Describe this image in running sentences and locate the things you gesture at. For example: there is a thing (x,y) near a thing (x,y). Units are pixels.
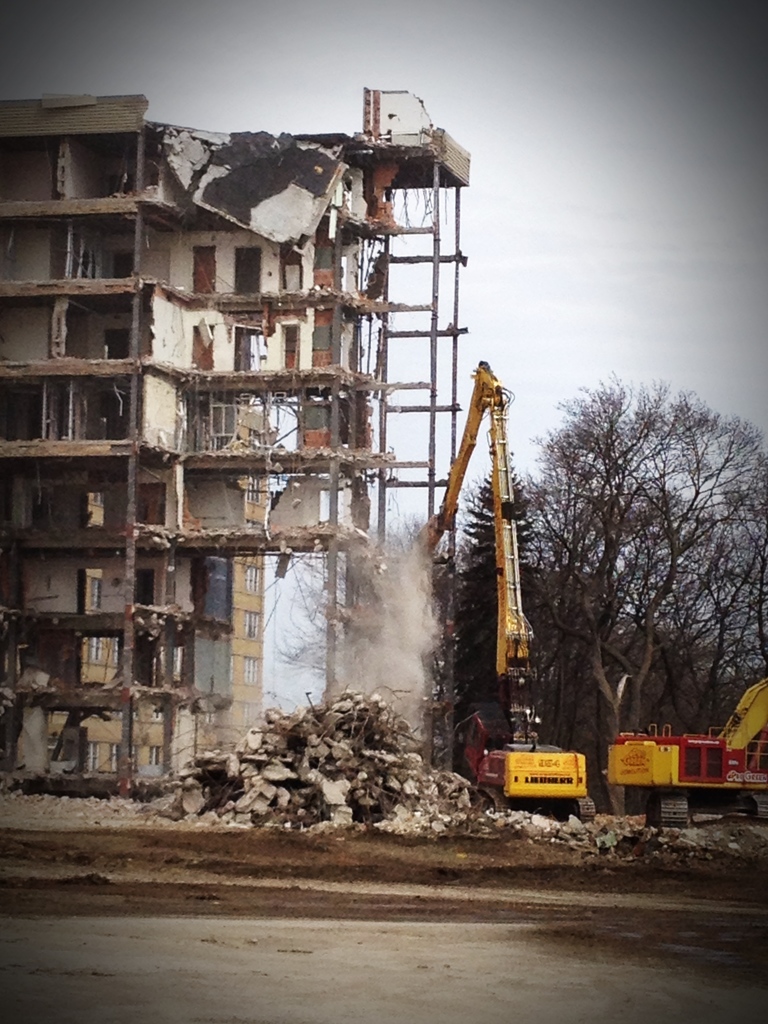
In this image I can see few buildings (114,308), windows (254,682), cranes (527,778), trees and few rocks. The sky (541,155) is in white color.
